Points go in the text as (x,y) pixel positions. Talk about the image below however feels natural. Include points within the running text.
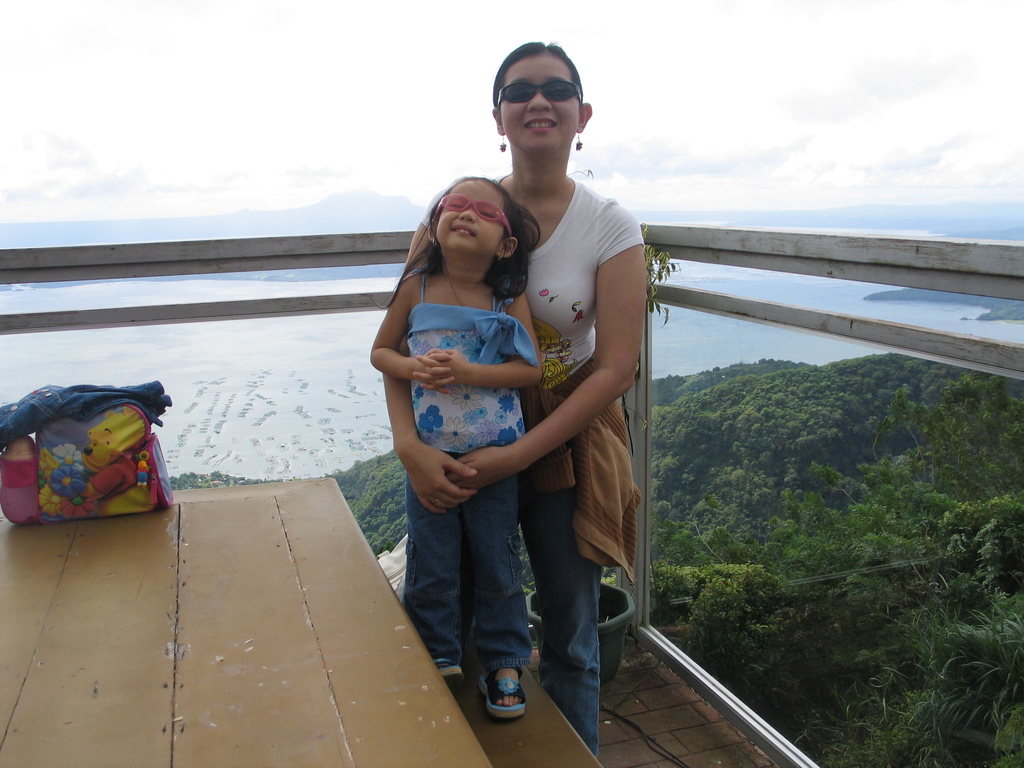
In the image we can see a woman (564,311) and a child (475,350) standing, they are wearing clothes (542,541) and goggles (517,95). This is a bag (53,427), wooden table (263,553), trees (967,437), water (355,435), mountain (365,223) and a cloudy sky (790,143). The woman (592,229) is wearing earrings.
